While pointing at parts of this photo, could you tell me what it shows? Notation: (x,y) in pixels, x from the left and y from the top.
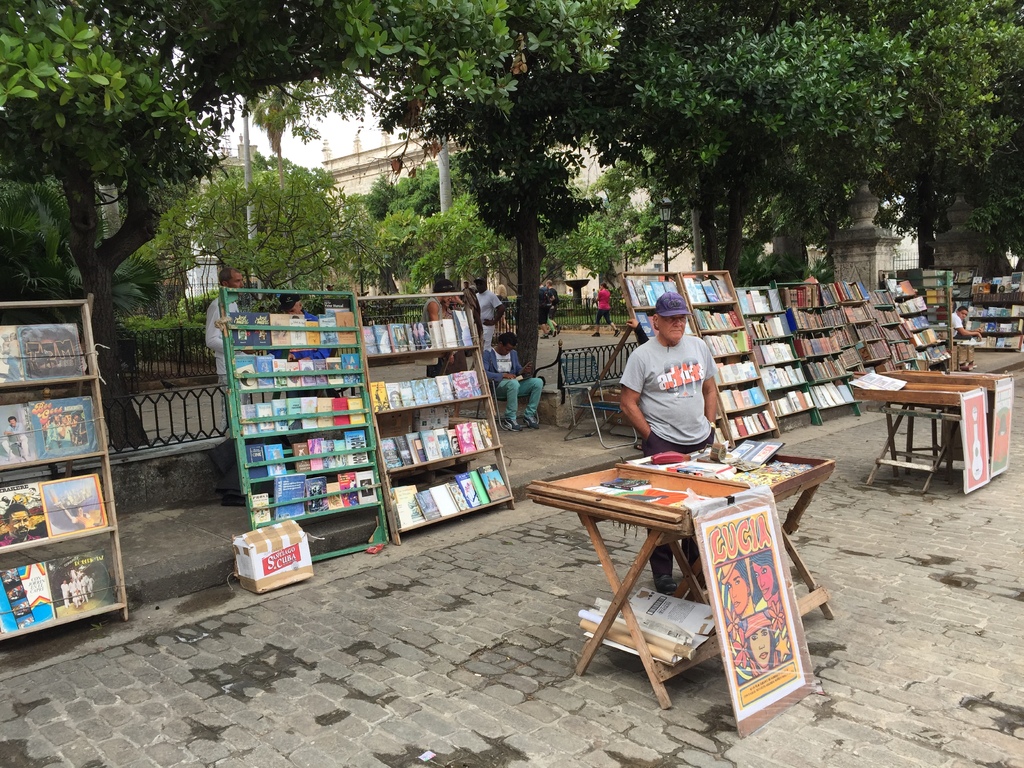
In this picture we can see man (662,369) standing beside table (579,479) and on table (734,485) we have cards (798,470), papers (673,492), banners (738,620) and in background (466,289) we can see books (291,409) in racks (284,449), benches (588,359), tree (508,200), building (374,153), pole (449,182), fence (200,356).
